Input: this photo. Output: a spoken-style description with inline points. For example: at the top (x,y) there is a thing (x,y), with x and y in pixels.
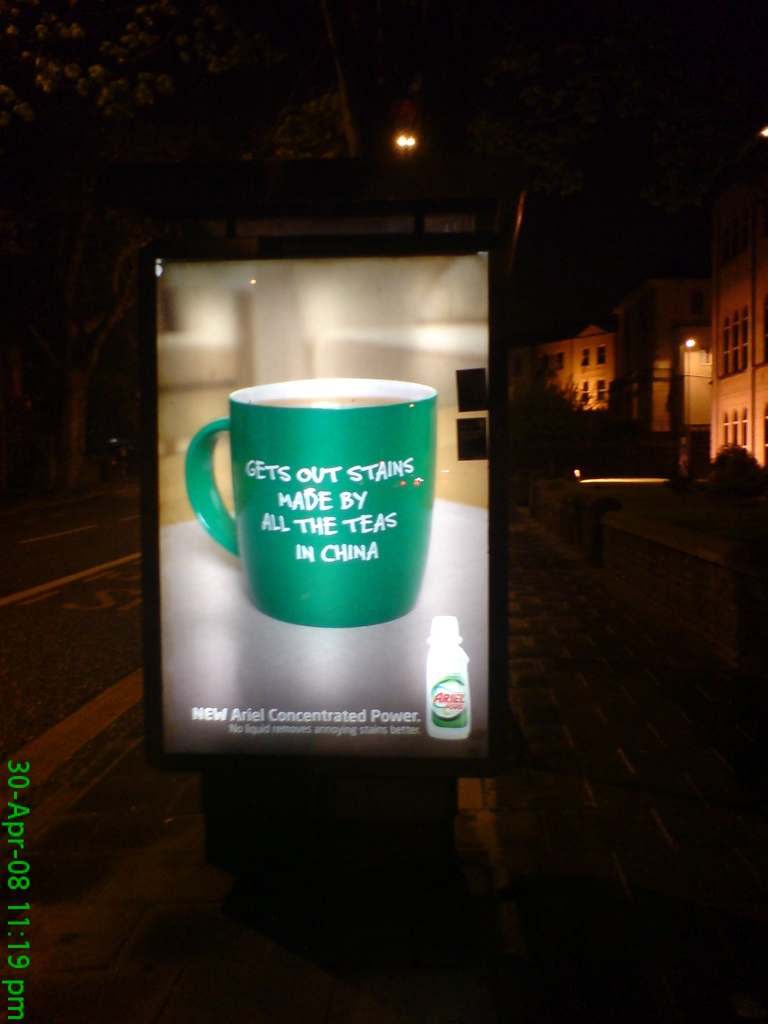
Here in this picture we can see a hoarding (402,746) present and in that we can see picture of a mug (325,440) present on a table (214,671) and we can also see some text (383,530) also present and behind that in the far we can see buildings (630,350) present and we can see light post (401,140) present.
